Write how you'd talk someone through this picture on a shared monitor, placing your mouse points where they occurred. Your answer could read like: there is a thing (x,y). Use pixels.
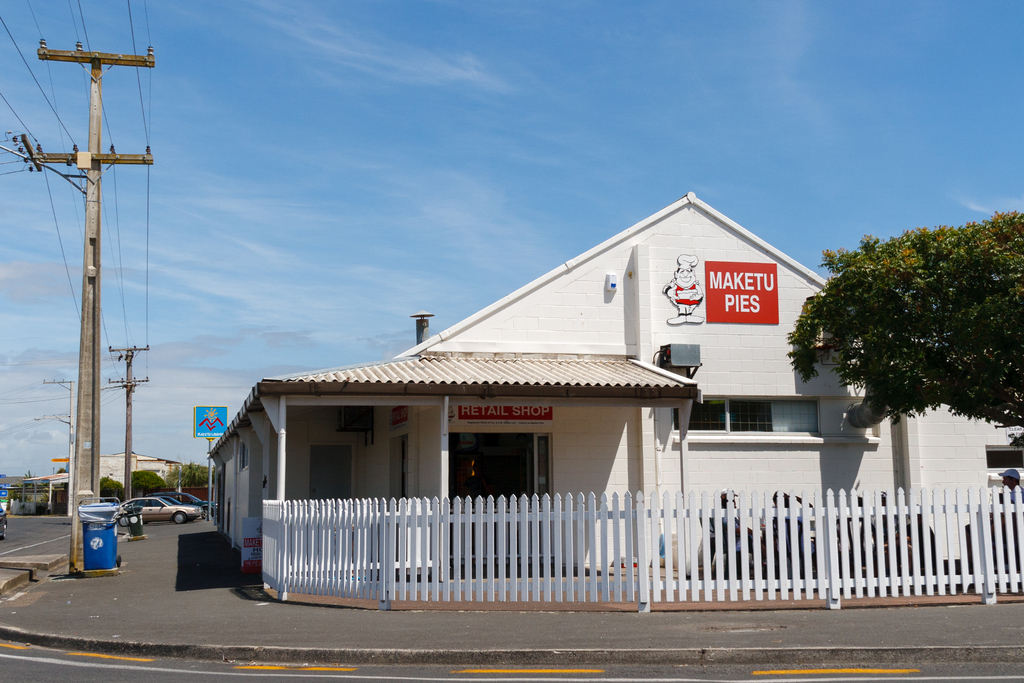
Sky (706,130) is in blue color. Here we can see buildings (361,482), trees (136,476), boards (227,414), current poles (126,386), bins (91,539), fence (423,513) and vehicles (173,504).
